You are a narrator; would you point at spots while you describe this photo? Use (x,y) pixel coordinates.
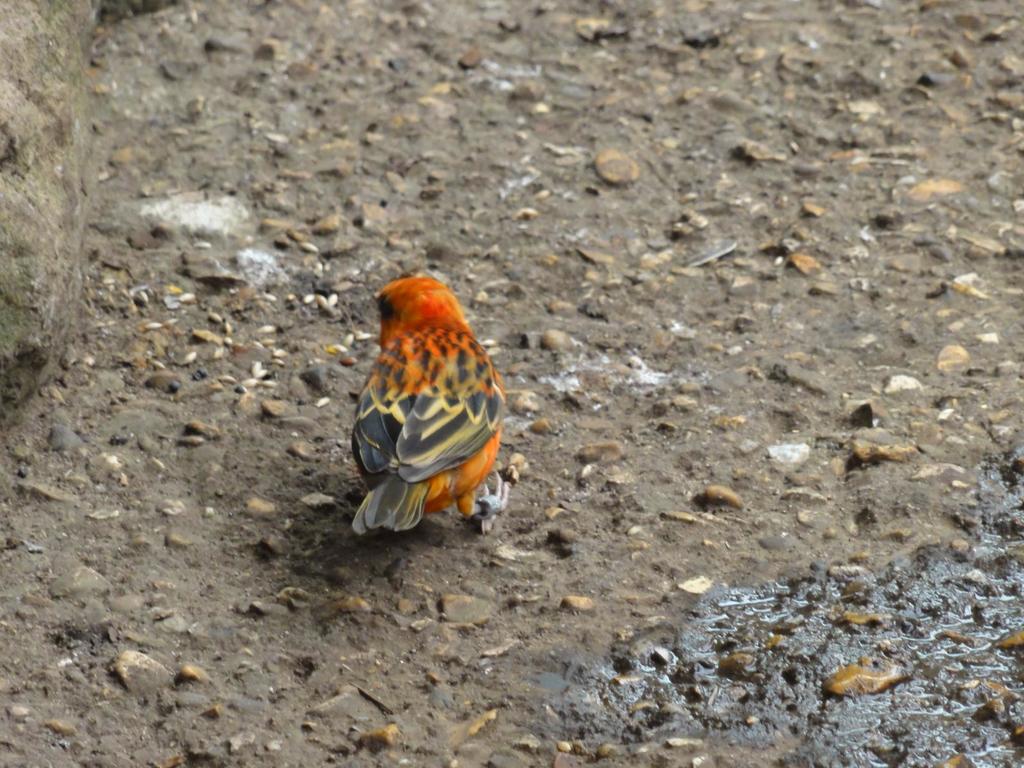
In this picture there is a bird (423,420) standing on the floor (531,288) in the center (449,450) and there are pebbles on the floor (769,307).
